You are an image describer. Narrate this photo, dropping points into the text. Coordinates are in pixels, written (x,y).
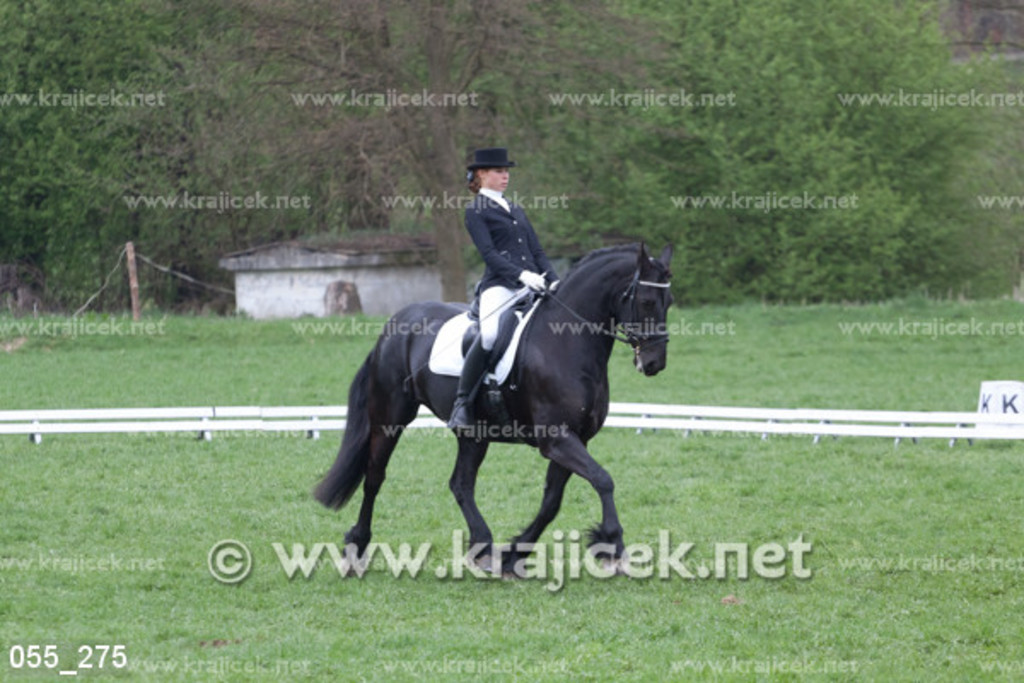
In this image there is a horse (560,446) walking on the ground (812,562). There is a person (500,254) sitting on the horse (424,374). The person (493,307) is holding a stick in the hand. There is grass (663,378) on the ground (62,577). Behind them there are boards (121,410) on the ground (49,446). In the background (671,134) there are trees (380,121) and a house (342,277). There is text (155,672) on the image.
